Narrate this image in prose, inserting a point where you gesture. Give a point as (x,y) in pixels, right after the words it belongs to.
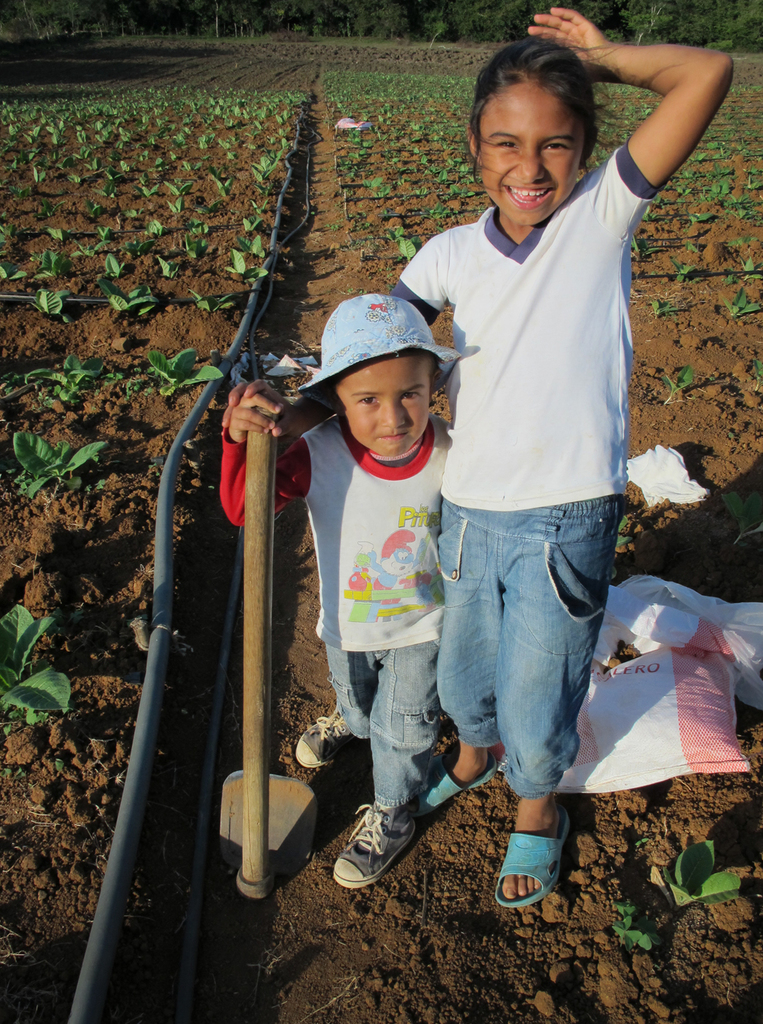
In this image there are two children (439,347) standing and one boy (245,491) is holding an object (261,535), on the right side (644,665) there is bag (644,665). At the bottom (111,769) there is a mud (160,414) and some plants (273,168) and a pipe (209,767), and in the background (219,51) there are trees (662,8) and mud (466,51).
